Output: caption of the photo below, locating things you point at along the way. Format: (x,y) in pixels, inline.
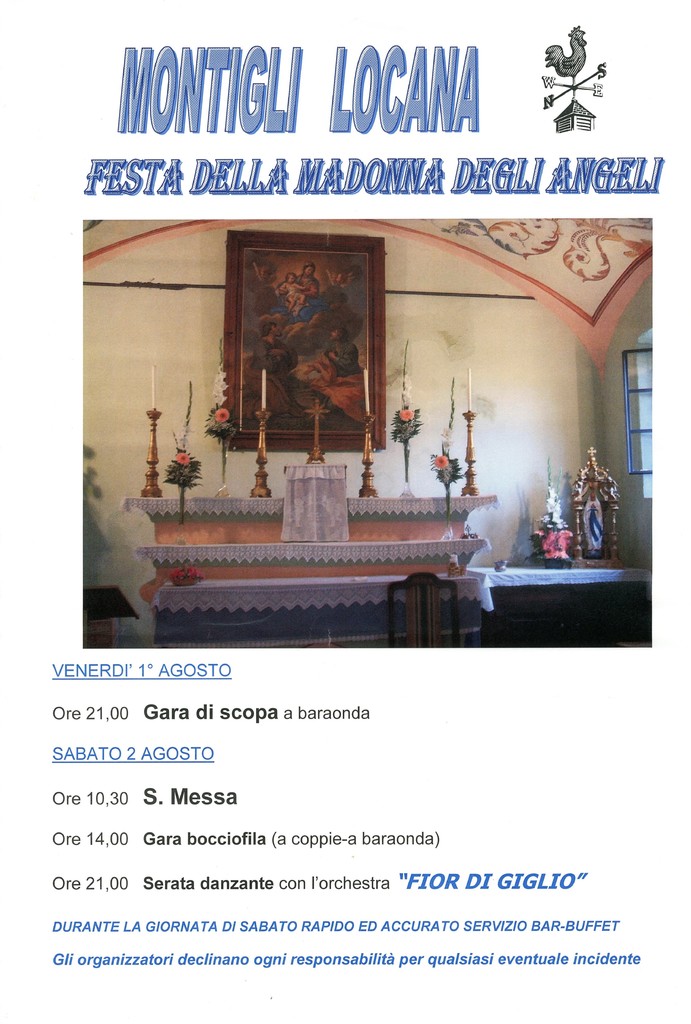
In the middle of the picture (393,517), we see a table (310,548) on which the candle stands (265,423) are placed. Beside that, we see a table (535,574) on which flowers (536,553) and an object (582,502) are placed. In the background (445,379), we see a wall (462,366) on which a photo frame (346,376) is placed. At the top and at the bottom (120,879), we see some text (424,926) written. In the background (271,817), it is white in color. This picture might be a poster.
